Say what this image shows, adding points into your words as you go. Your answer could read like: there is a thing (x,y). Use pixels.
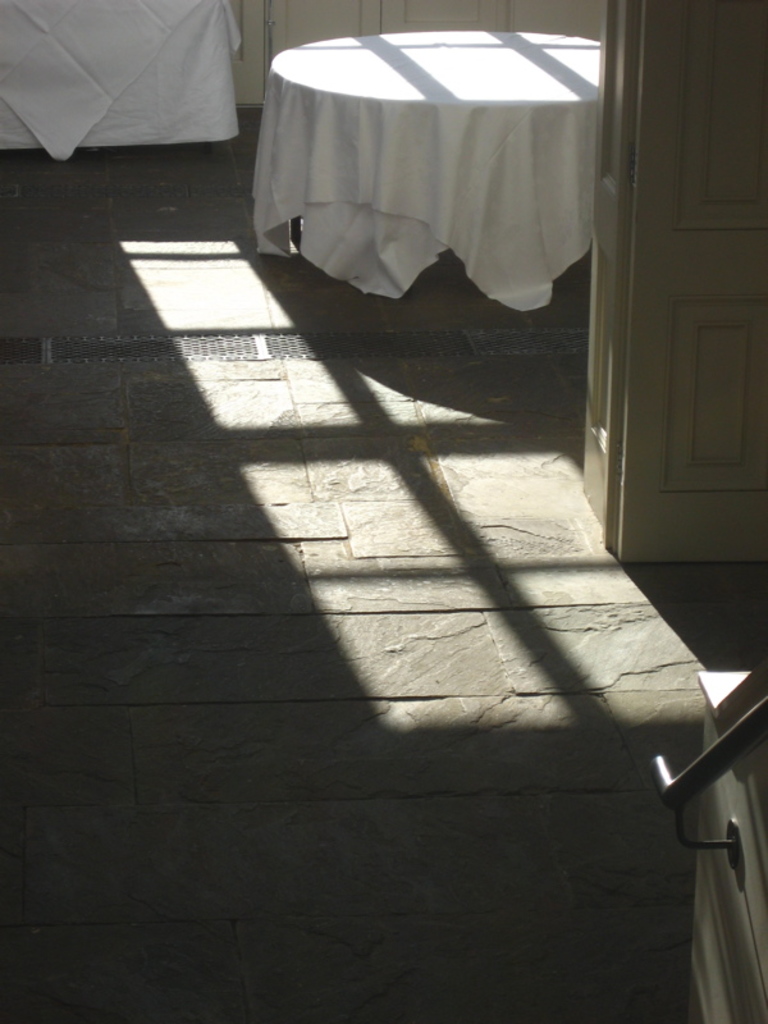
In this image we can see there is an inside view of the building (256,507). And there is a table (363,149) with a cloth (284,121) on the floor (581,334). There is a door (634,549) and rod (707,771).
